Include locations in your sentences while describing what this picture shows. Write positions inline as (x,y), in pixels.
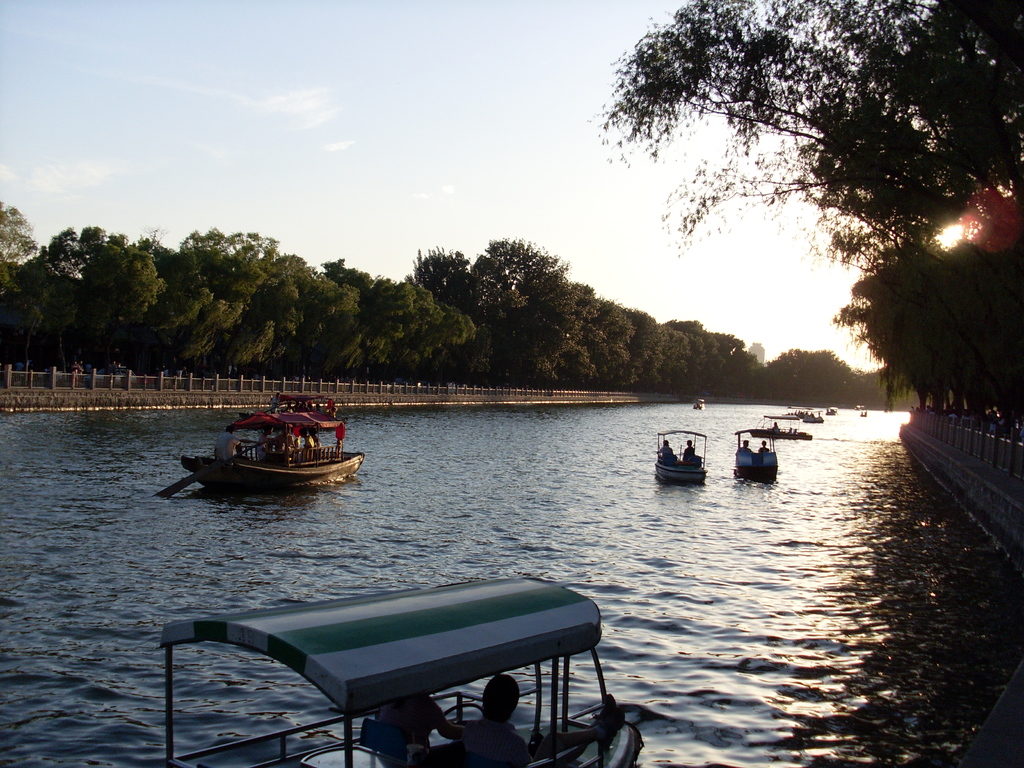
In this image I can see the water surface (482,487). I can see few boats (332,636) on the water (550,537). I can see few trees (450,358). At the top (151,131) I can see clouds (426,196) in the sky (451,180).
